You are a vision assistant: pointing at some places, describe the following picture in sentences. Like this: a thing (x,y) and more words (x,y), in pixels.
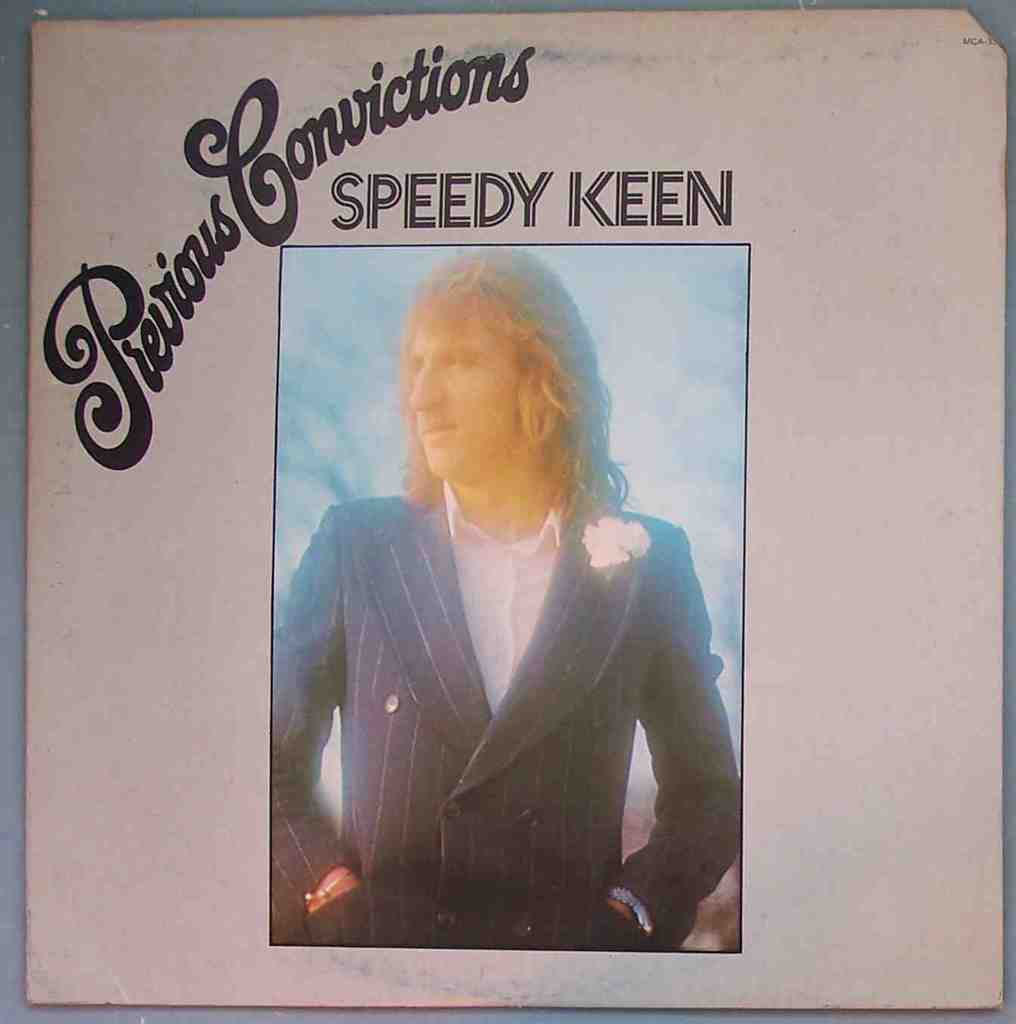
The picture consists of a poster (565,347). In the center of the poster (434,787) there is a person (456,595). At the top (290,186) there is text (422,182).
